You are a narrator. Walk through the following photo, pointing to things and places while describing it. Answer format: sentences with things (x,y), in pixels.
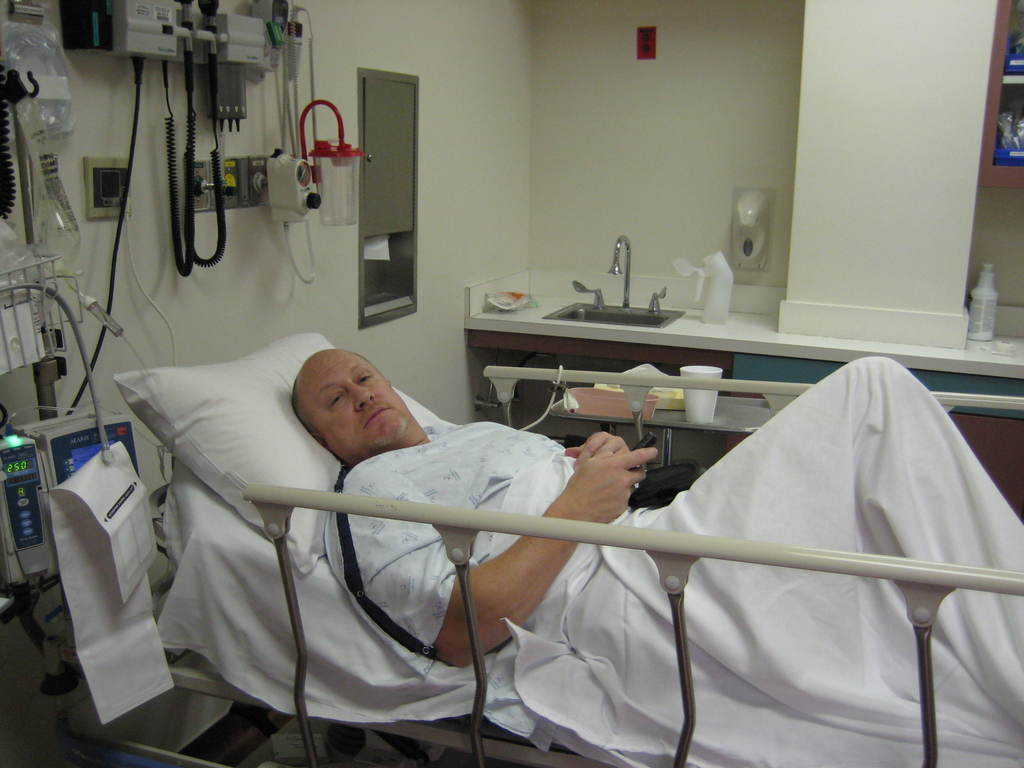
In the foreground (490,561) I can see a person (420,600) is lying on a bed (588,592) and a cushion (302,457). In the background (221,297) I can see machines (99,11) on a wall (178,318), on the floor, towel dispenser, wash basin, desk (913,354), bottle (972,328), shelves (994,79) and wall (630,224). This image is taken may be in a room (340,562).
